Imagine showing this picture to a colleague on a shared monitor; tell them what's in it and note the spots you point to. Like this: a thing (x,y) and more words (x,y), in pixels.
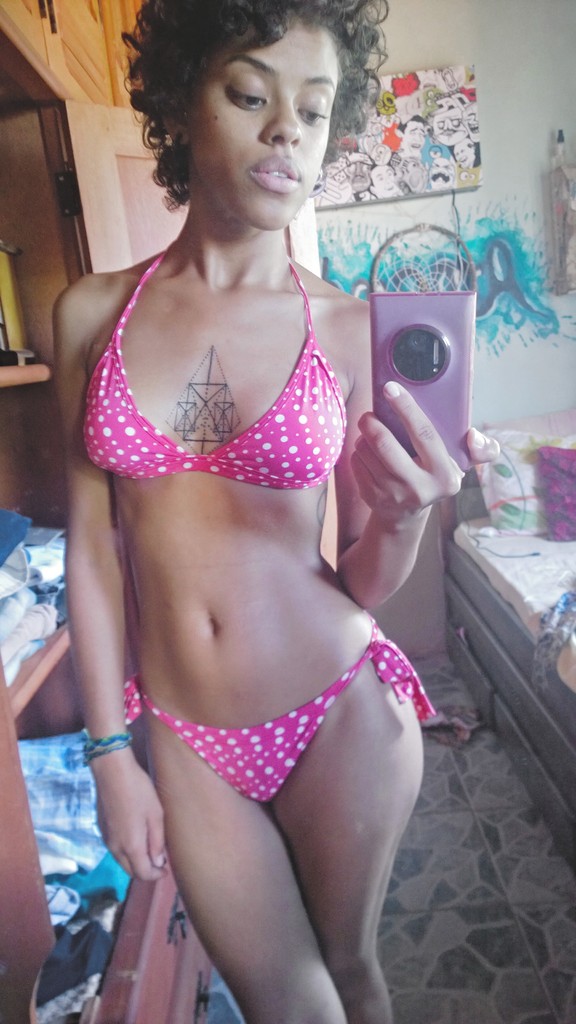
In the image there is a lady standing and holding a mobile (393,302) in her hand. On the right side of the image (512,594) there is a bed (566,710) with pillows (559,439). In the background (557,99) on the wall (522,253) there is a painting (490,221) and also there is a frame (417,145). On the left side of the image (79,180) there is a cupboard (54,693) with clothes (76,935) in it.
